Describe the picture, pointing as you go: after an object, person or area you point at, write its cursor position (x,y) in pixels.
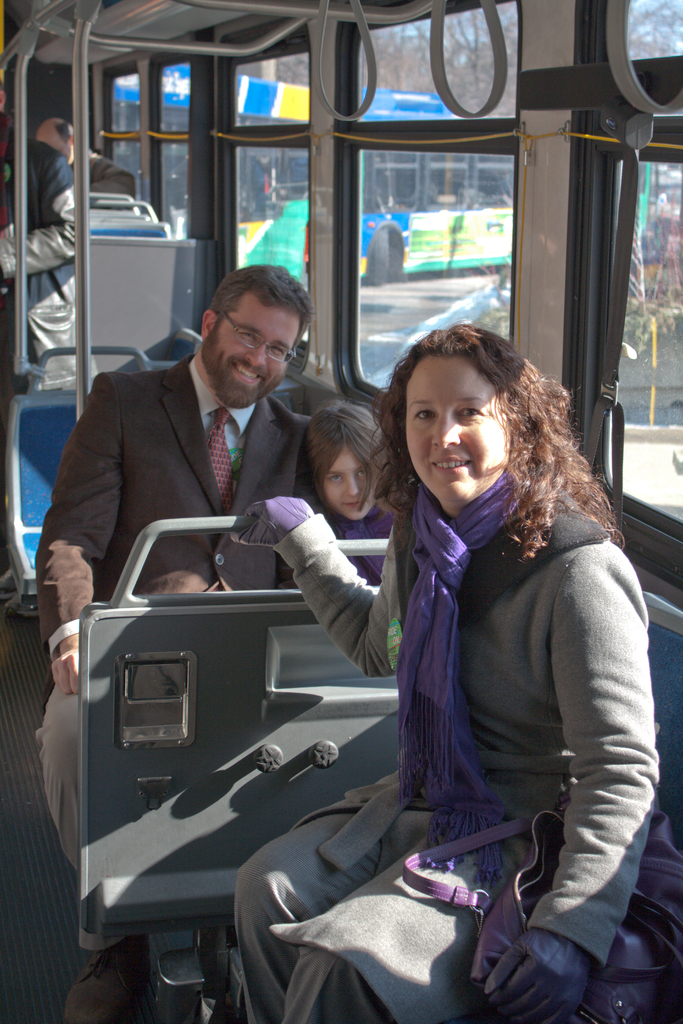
In this image I can see there is a woman (401,643), a man (159,445) and a kid (346,442) sitting in the seat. There are other persons (39,157) sitting in the backdrop (44,246). There are trees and plants (640,326) visible from the window (457,173).
